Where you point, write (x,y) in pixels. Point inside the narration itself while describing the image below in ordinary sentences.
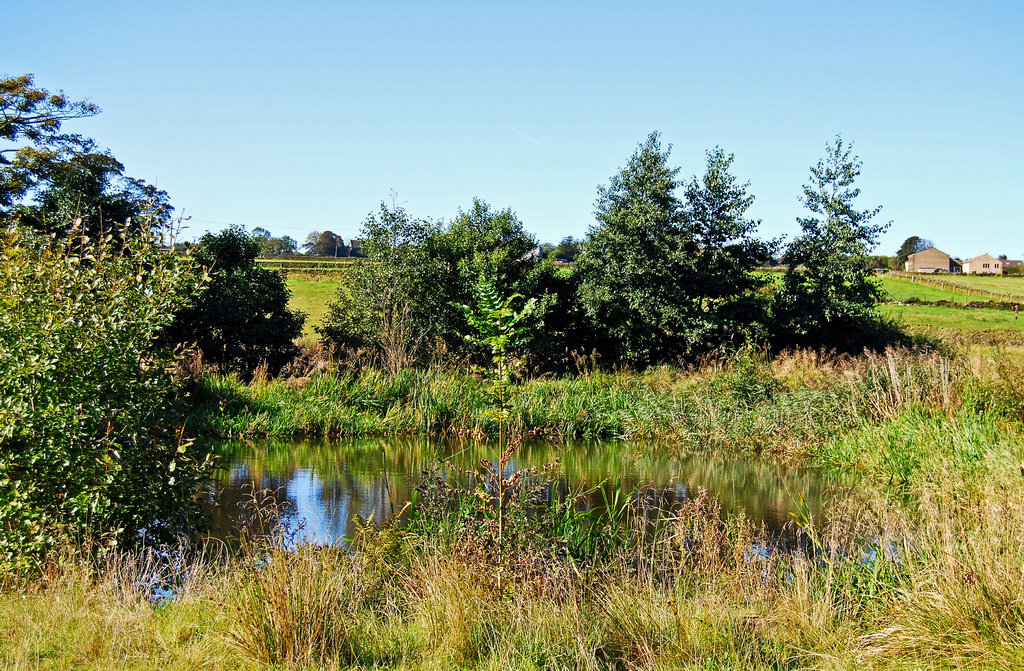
In the center of the image (361,346) there are trees (553,262). At the bottom (308,502) there is a pond (296,487) and grass (389,622). On the right (929,255) there are sheds (954,265). At the top (369,106) there is sky (401,81).
